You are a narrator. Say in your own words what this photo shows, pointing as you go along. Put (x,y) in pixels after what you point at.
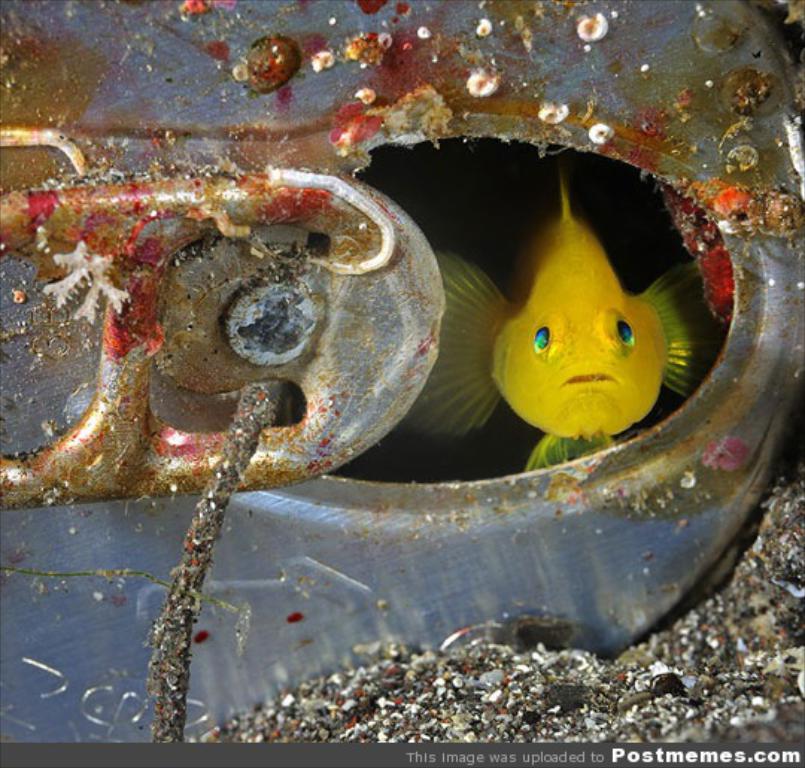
In this image we can see a fish (586,393) in the tin (10,396).
